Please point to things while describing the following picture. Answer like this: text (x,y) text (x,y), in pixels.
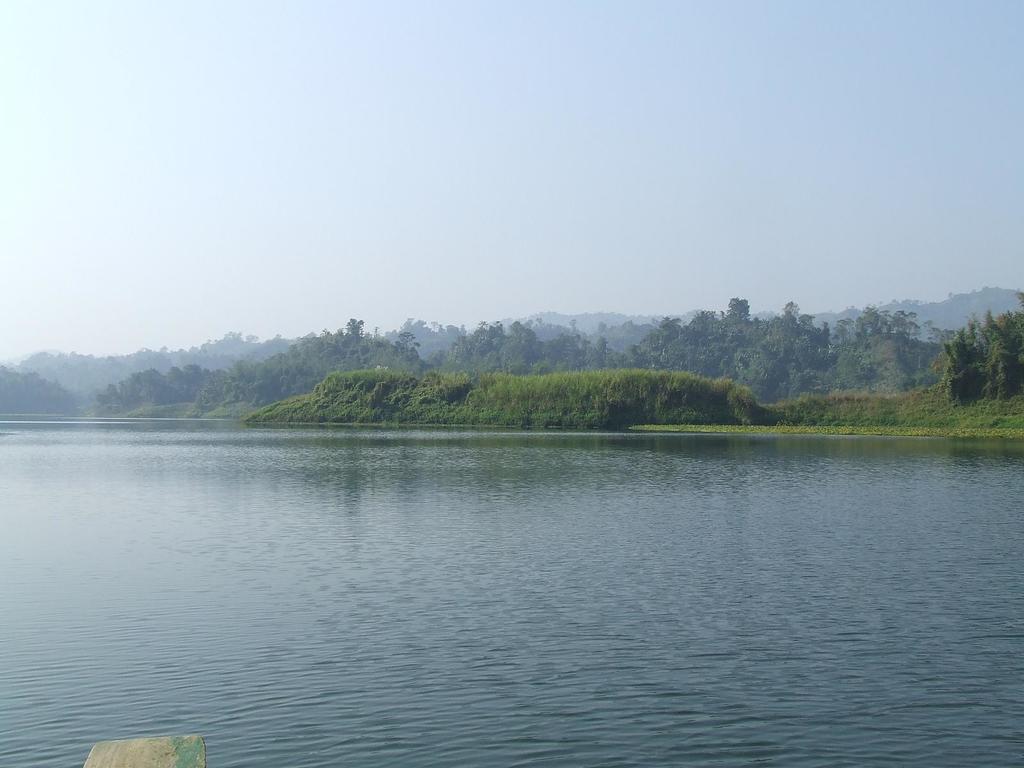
In this picture there is water (586,452) at the bottom side of the image (390,583) and there are trees (42,393) in the center of the image (470,368).
